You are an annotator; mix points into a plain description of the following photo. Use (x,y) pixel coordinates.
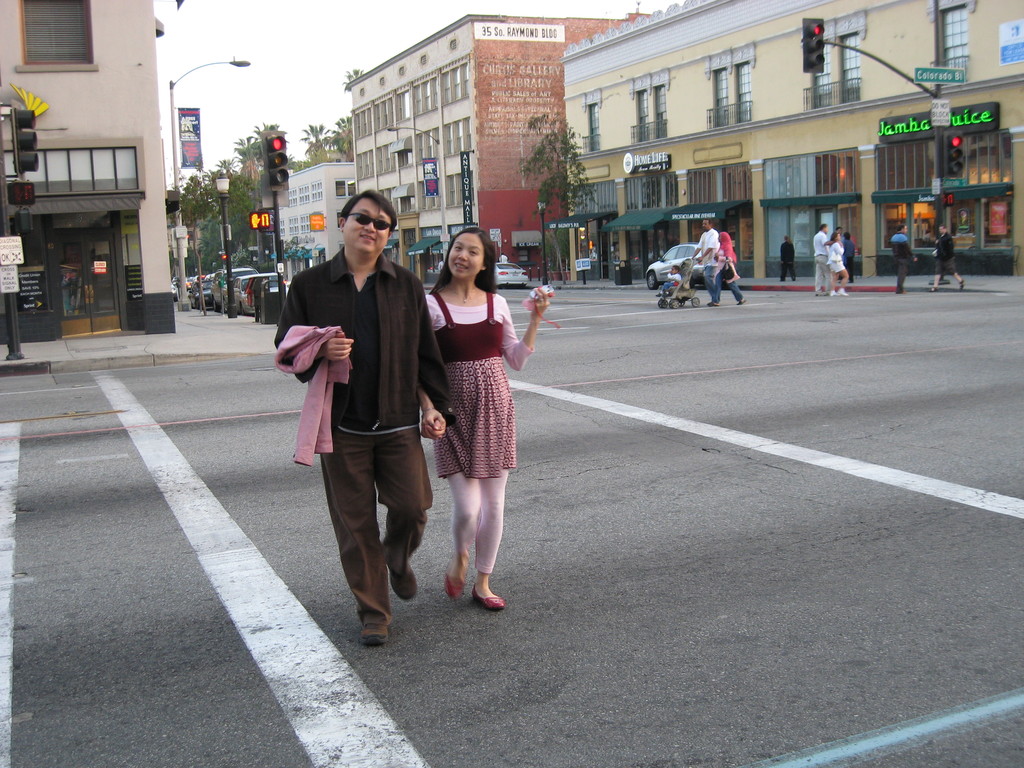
In the center of the image (467,293) there are two people (413,552) walking on the road (524,642). In the background of the image (522,197) there are buildings (371,119), trees (311,159). There is a traffic signal (266,171). There are vehicles (241,268) on the road (607,304). There are people (733,267) crossing the road (700,308). At the top of the image (315,20) there is sky (317,26).
